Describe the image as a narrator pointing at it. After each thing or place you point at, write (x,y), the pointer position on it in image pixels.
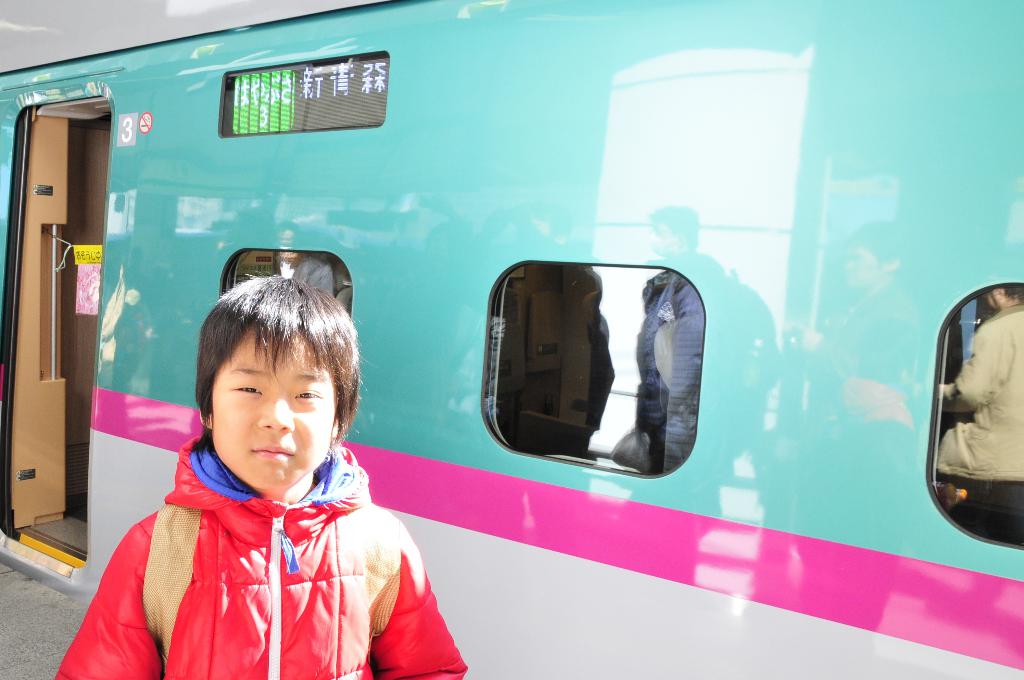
In this image I can see a child (242,571) wearing red and blue colored jacket (215,526) is standing and behind him I can see a train (441,195) which is blue, pink and white in color. I can see the door (53,282) and few windows (514,331) of the train (541,351) through which I can see few persons (662,405).
